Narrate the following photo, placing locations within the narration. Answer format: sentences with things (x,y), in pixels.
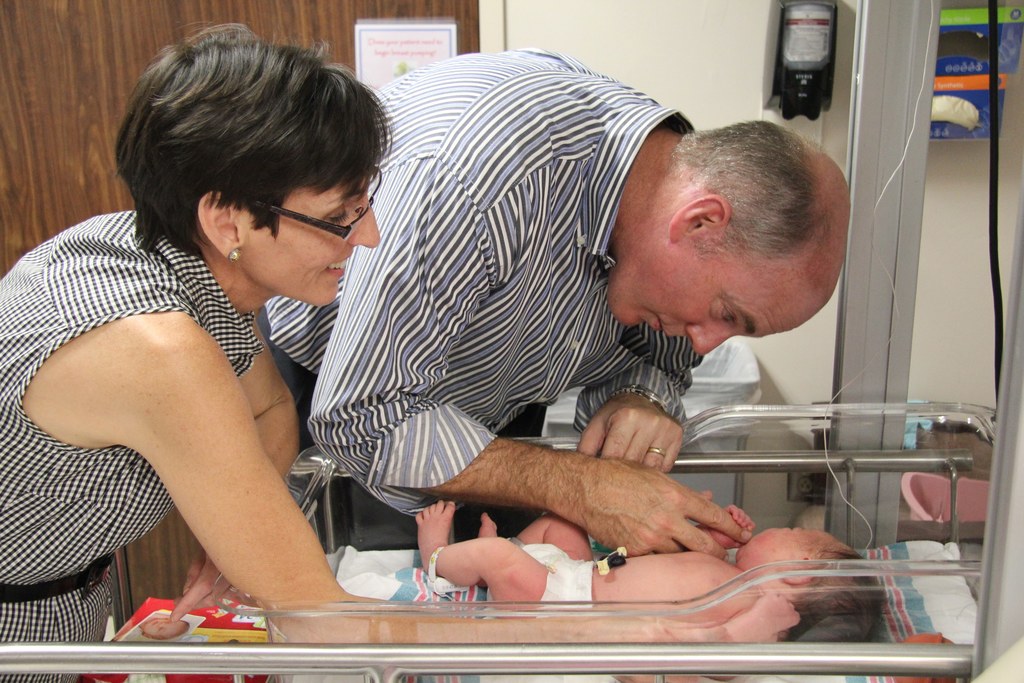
In this image I can see two people (37,612) are holding the baby (648,594). I can see the baby (870,612) is lying on the white color cloth (930,625). I can see few objects (869,402), wall (855,4) and the board (368,64) is attached to the brown color surface (118,94).
